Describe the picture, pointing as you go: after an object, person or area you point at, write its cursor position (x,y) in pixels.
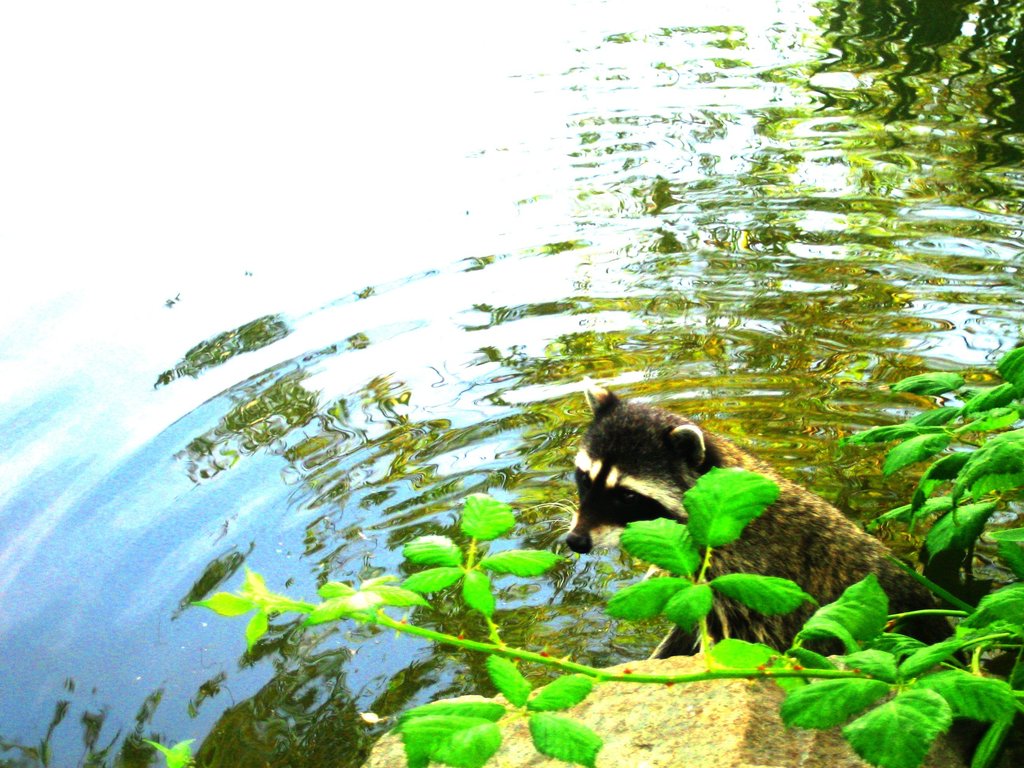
This is water (522,354) and there is an animal (768,537). Here we can see plants (639,612) and a stone (736,711).
